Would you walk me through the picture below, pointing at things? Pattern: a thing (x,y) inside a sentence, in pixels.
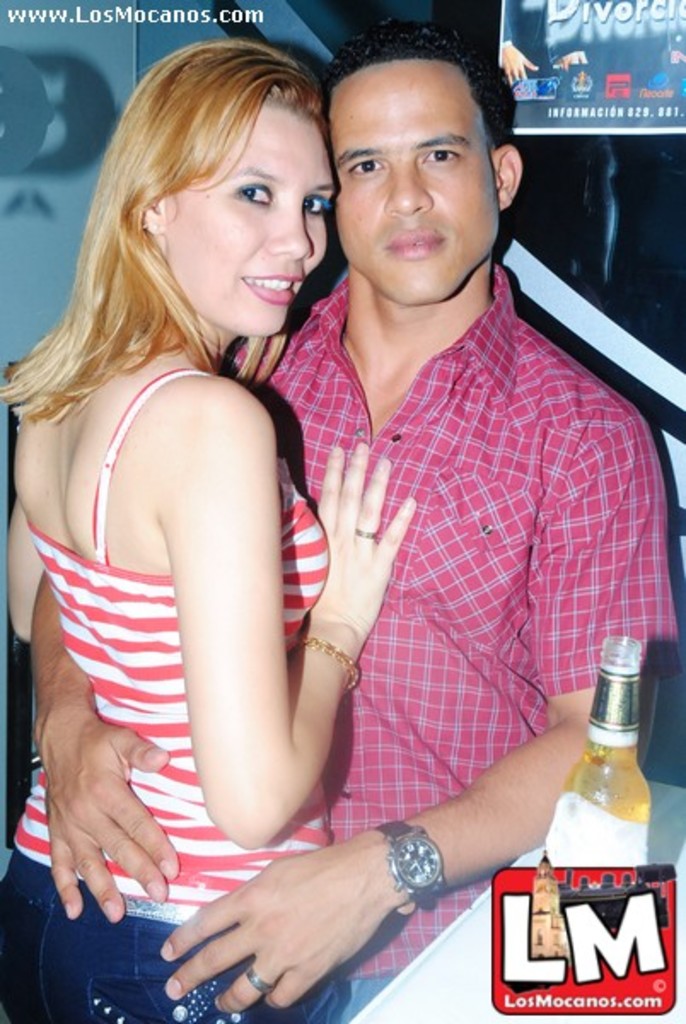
In this image I can see two people (335,350) are standing. In front of them there is bottle (611,840). At the back (547,95) there is a banner (593,74).
